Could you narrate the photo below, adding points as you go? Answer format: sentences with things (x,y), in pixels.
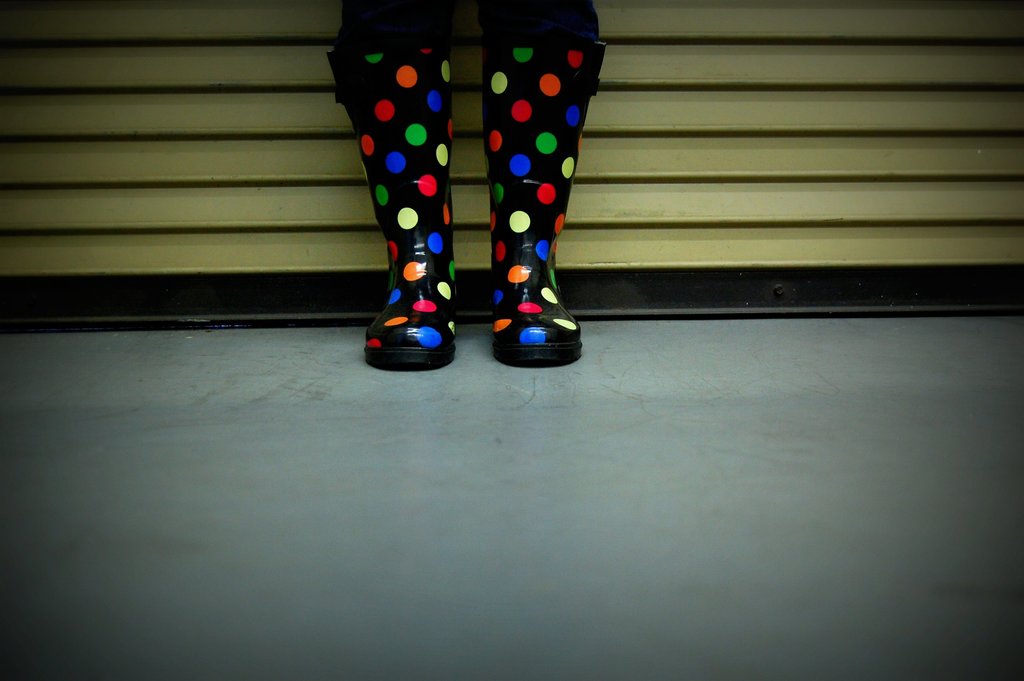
In this image, we can see colorful boots (499,340) on the surface (680,470). Background (806,222) we can see shutter (698,238).
